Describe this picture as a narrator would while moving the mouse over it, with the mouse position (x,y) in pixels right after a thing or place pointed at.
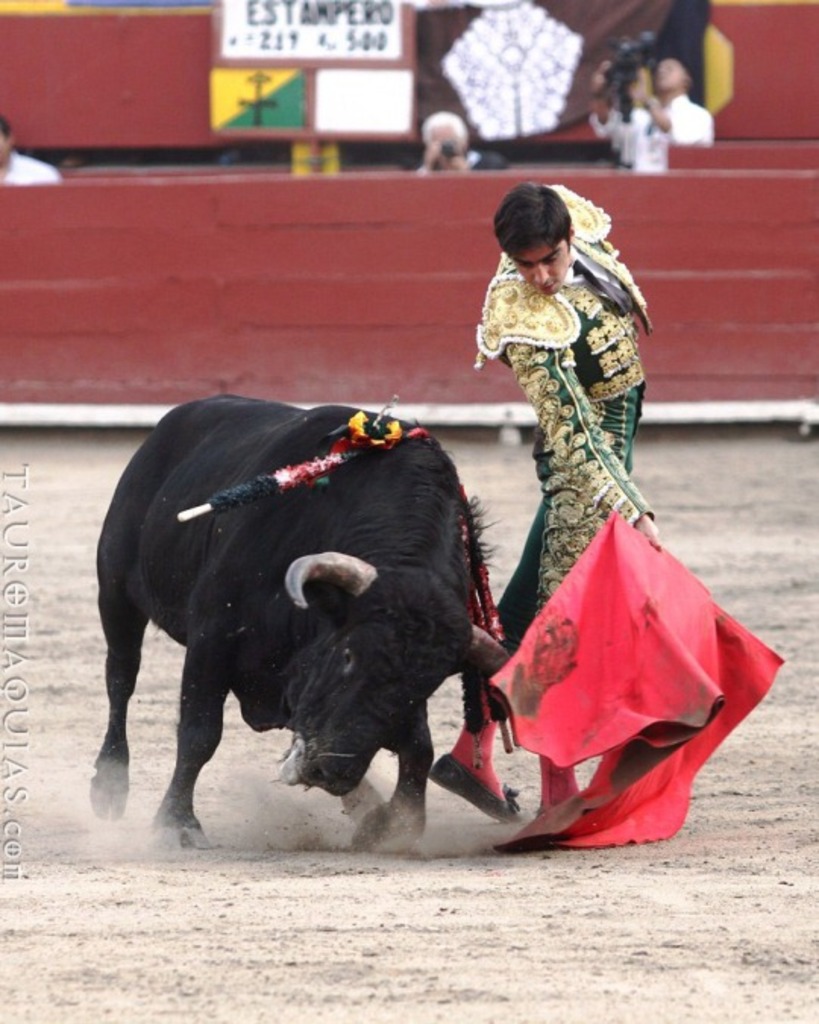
In this image there is a person (609,465) with red cloth (608,600) and there is also a bull (314,492) on the ground (310,912). In the background (401,230) there is a fencing wall (336,244) and behind the wall (384,208) there are three persons (629,119) out of which two are holding the cameras (627,80). There is a name board (366,58) and also a logo (13,510) in this image.
